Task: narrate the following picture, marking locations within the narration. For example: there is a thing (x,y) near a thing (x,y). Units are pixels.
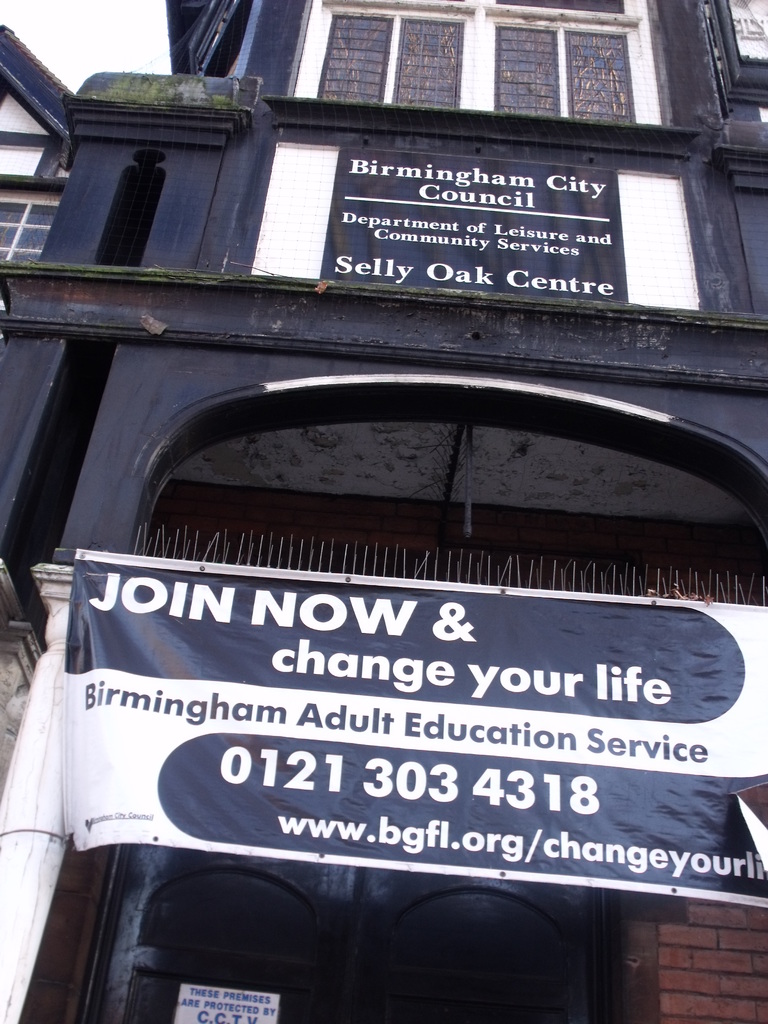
This picture is clicked outside. In the center (425,622) there is a banner (119,752) on which the text (391,715) is printed and we can see a blue color building (508,229) and we can see the text (508,280) on the building (499,223) and we can see the windows (335,46) and the sky (82,79).
